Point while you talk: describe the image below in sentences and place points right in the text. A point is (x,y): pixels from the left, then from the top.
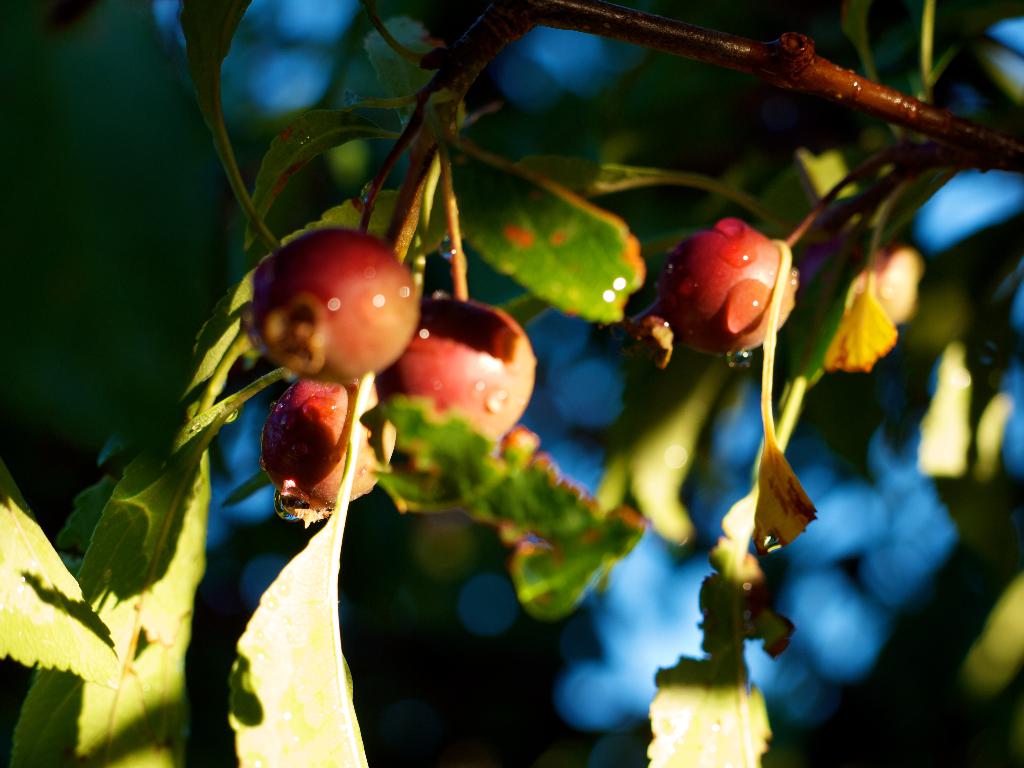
In this image we can see fruits (470,362), leaves (502,272) and stems (855,79). Background (655,140) it is blur.
